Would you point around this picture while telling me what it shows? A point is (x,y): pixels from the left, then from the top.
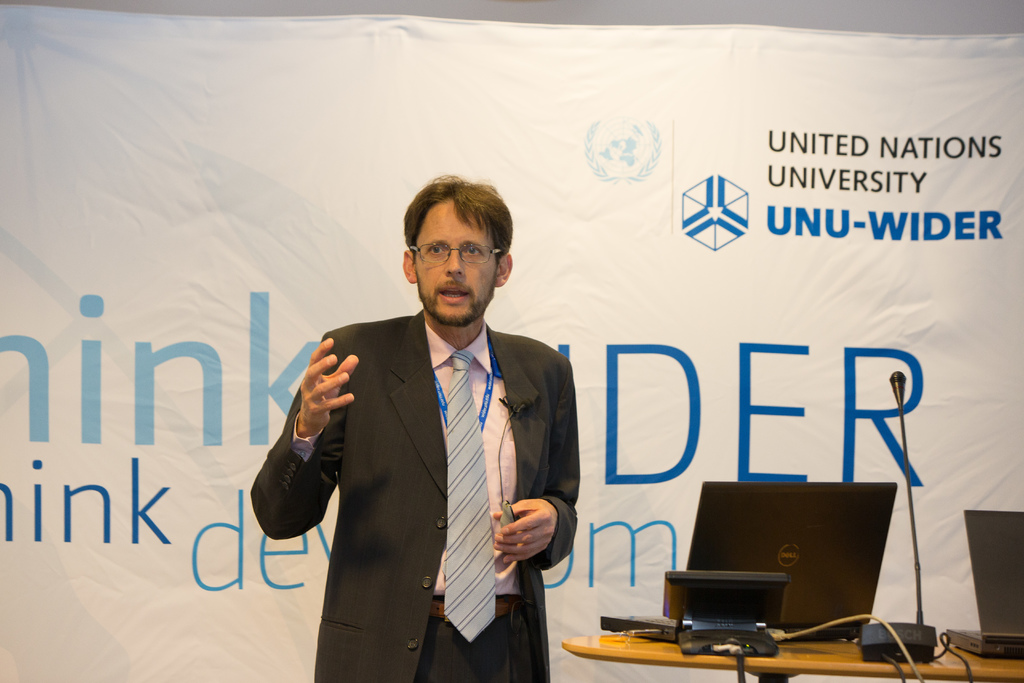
In this image we can see a person (438,466) standing and holding an object (505,522). There are few laptops (825,579) and few other objects (773,597) placed on the table (829,653) at the right side of the image (817,623). There is a banner (744,240) and some text (805,171) printed on it.
